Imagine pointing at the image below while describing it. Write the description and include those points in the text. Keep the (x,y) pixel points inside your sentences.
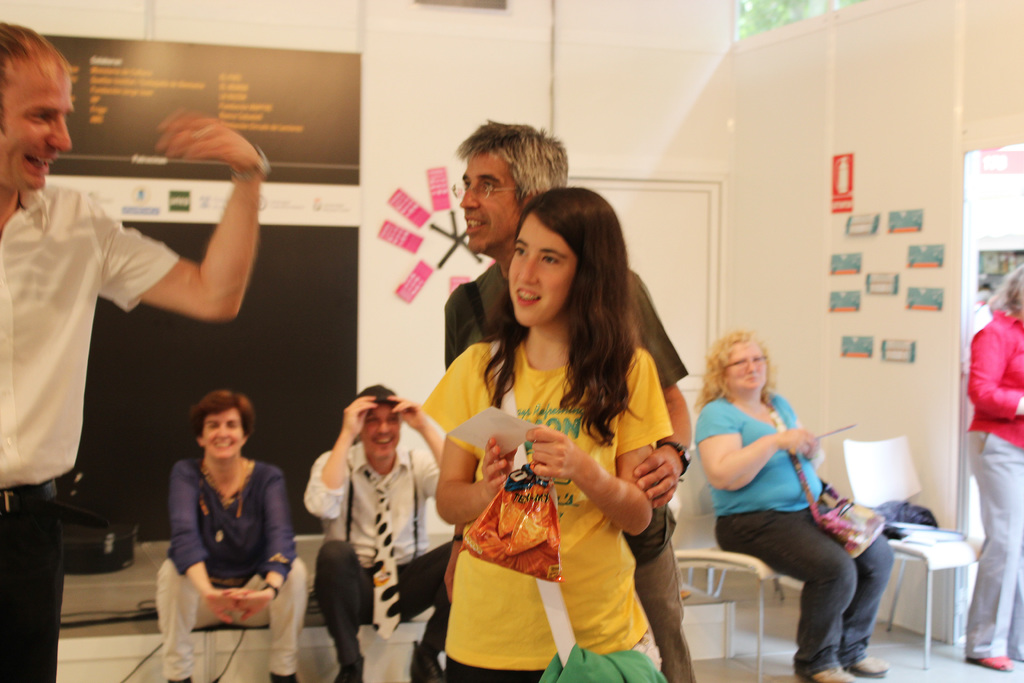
In this picture we can see a group of people (654,420), some people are sitting on chairs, some people (577,514) are standing and in the background (891,431) we can see a wall (358,284).
